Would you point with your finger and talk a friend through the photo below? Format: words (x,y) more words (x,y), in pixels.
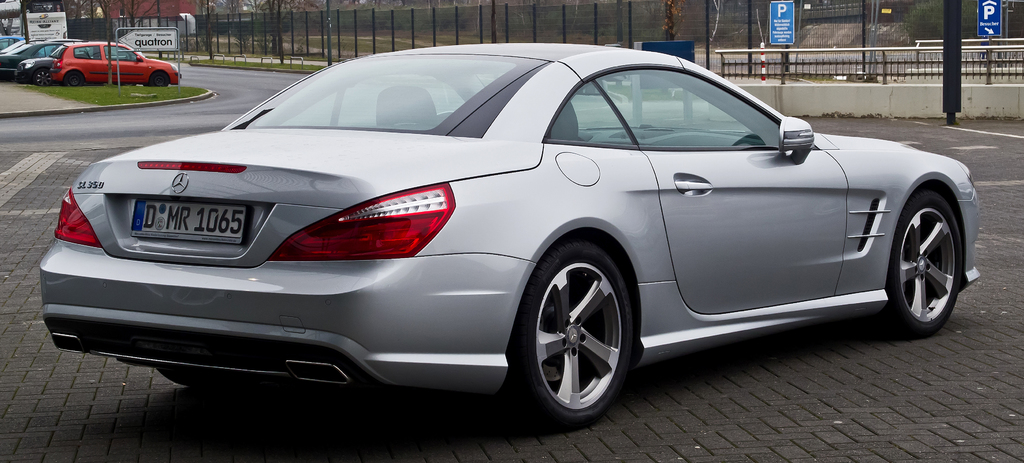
In this picture we can see a car (225,256) on the road (523,421) and in the background (805,35) we can see cars (131,54), name boards (125,47), fences (605,33), sign boards (772,33), trees (230,5), grass (258,64) and some objects (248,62).
